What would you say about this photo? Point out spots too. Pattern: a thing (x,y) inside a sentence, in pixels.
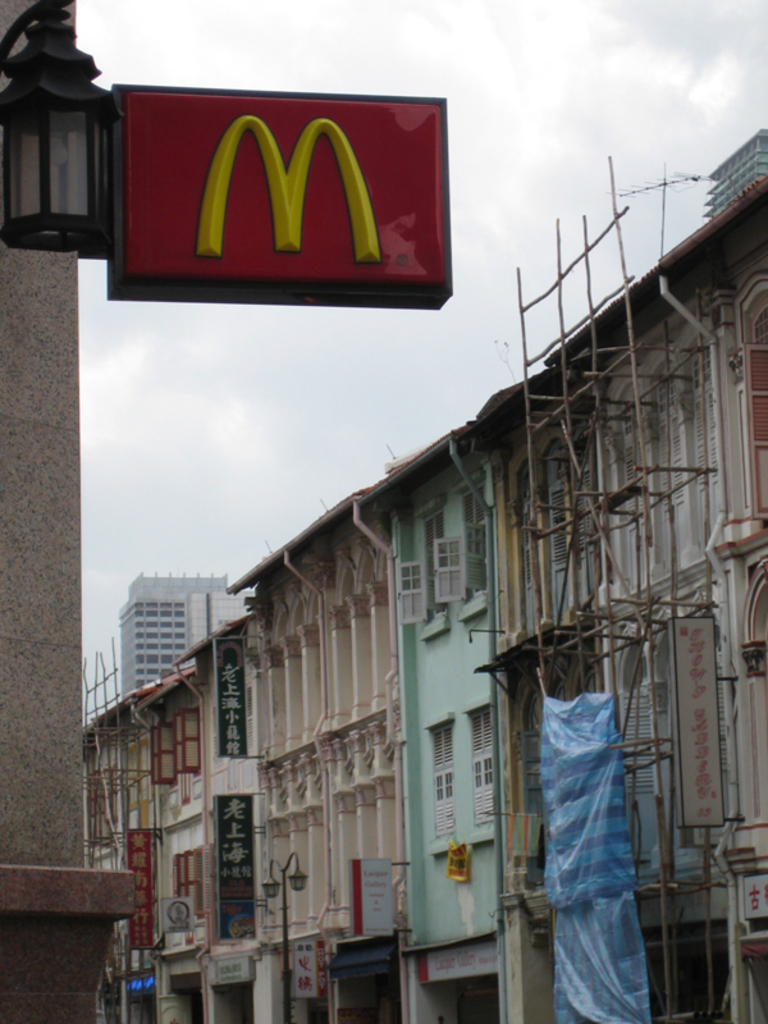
There are buildings (438,825) at the bottom of this image (498,845) and the sky (260,454) is in the background (260,458). We can see a board (219,167) at the top of this image (288,189).
